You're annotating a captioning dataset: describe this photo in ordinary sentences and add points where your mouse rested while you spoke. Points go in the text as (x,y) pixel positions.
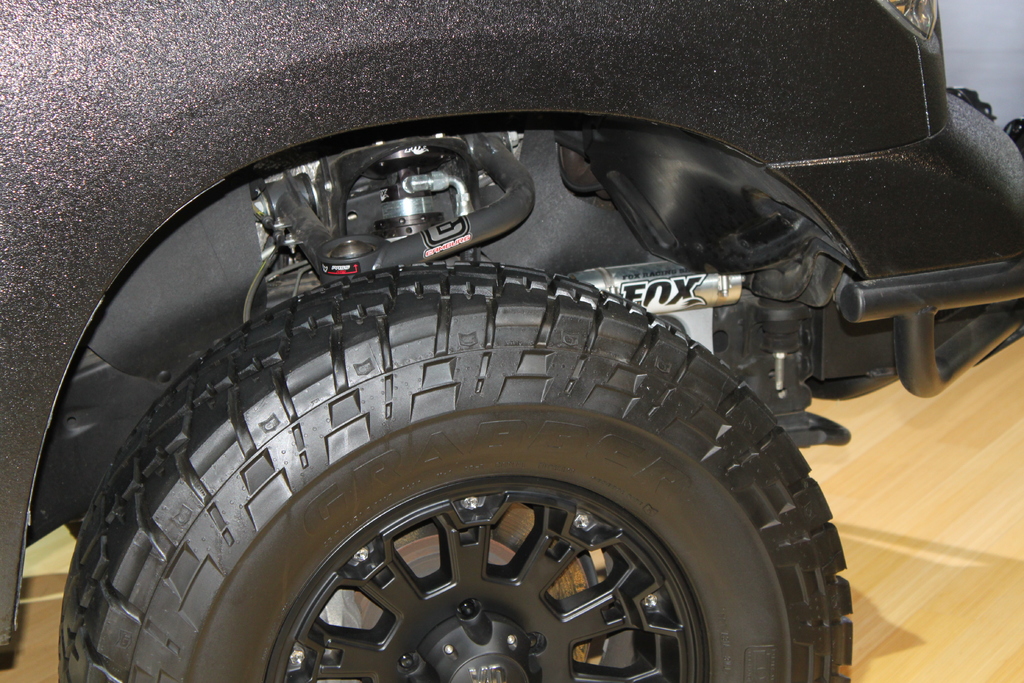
In this image we can see a part of a car (532,223) and a tire (277,593) which is placed on the surface (893,534).
